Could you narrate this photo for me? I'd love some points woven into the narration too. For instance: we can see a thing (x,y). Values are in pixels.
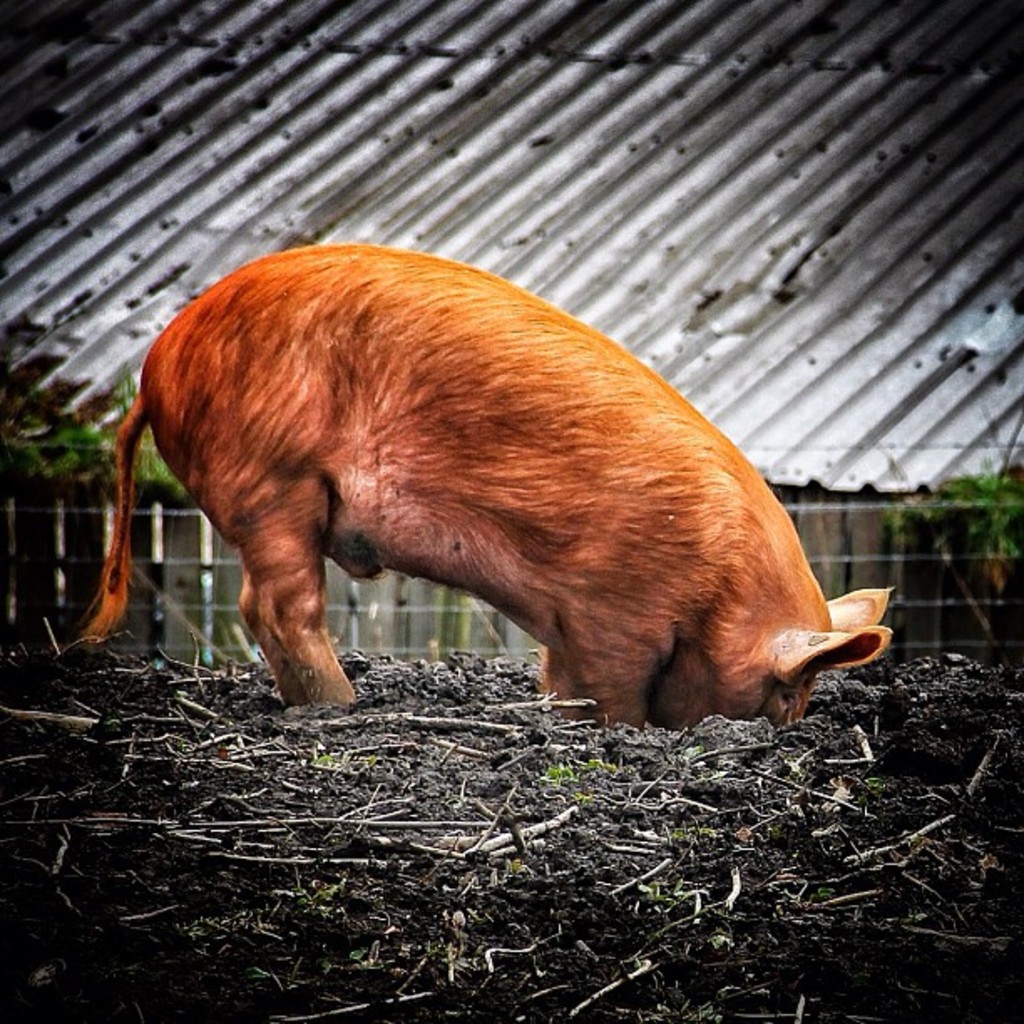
In this image we can see an animal (307,645) on the ground (536,749). In the background (64,569) we can see a grille (959,639) and roof sheets (563,247).
